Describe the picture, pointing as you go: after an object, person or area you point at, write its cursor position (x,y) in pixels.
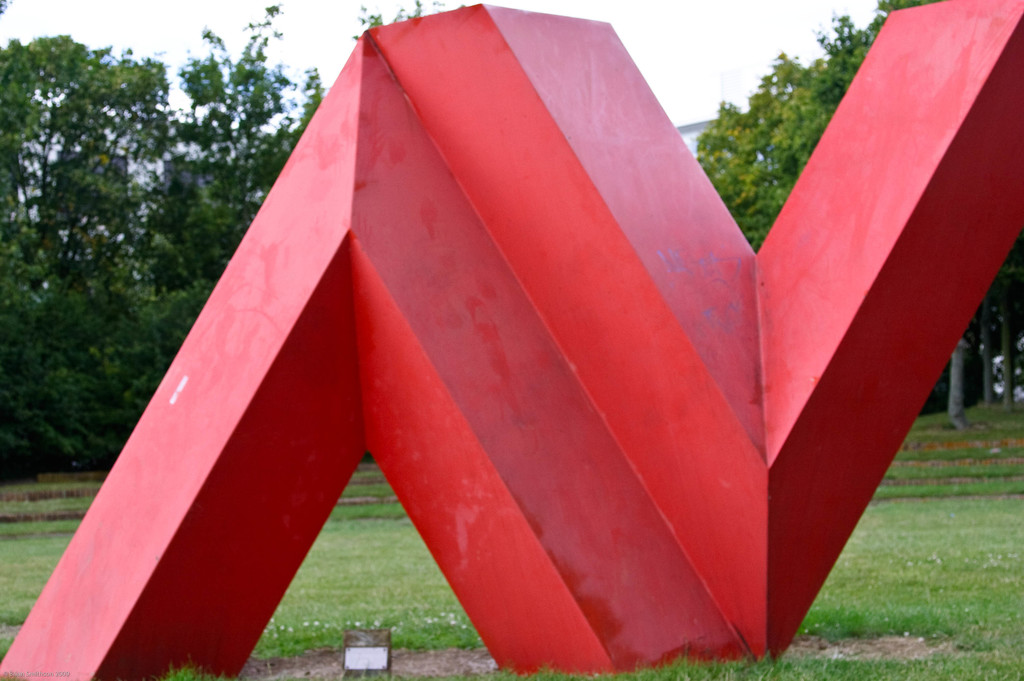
This image is taken outdoors. In the background (83,319) there are a few trees (128,182) with green leaves (770,131). At the bottom of the image (919,609) there is a ground (372,627) with grass (363,621) on it. In the middle of the image (358,362) there is an architecture (543,427). It is red in color.
